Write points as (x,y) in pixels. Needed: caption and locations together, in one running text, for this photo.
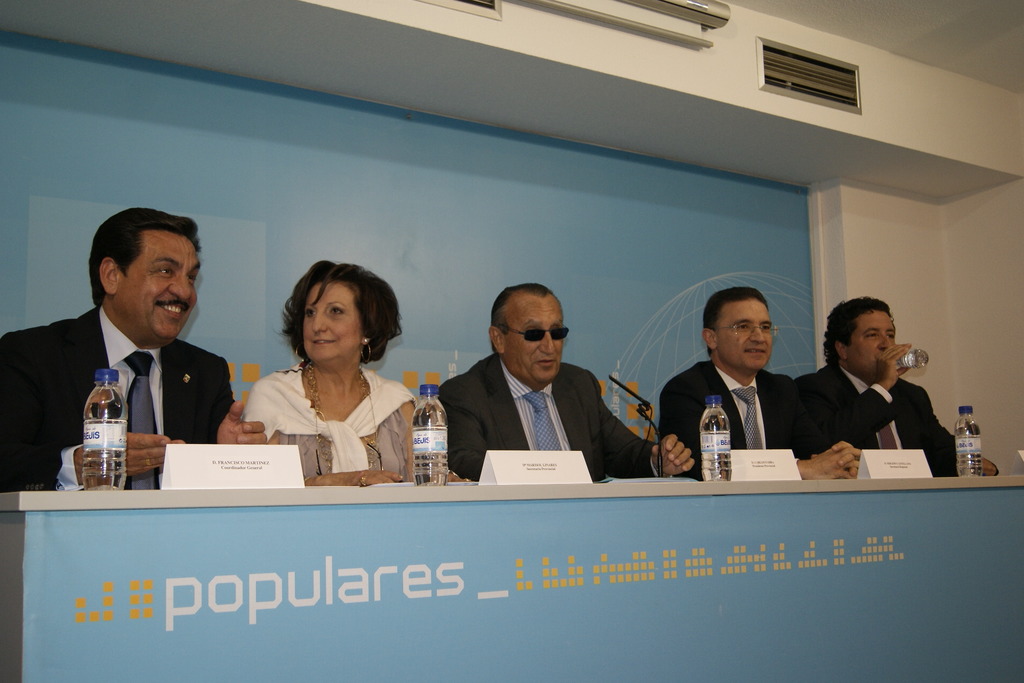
In the picture there is a table (787,492) and there are a group of people (468,397) sitting in front of that table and there are water bottles (428,430) a mic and the name boards (518,464) of those people (896,447) are kept on the table (612,511), in the background (474,188) there is a blue wall (643,195) and on the right side (961,94) there is a white color wall (747,71), above the wall (713,62) there is an air conditioner (800,84).
